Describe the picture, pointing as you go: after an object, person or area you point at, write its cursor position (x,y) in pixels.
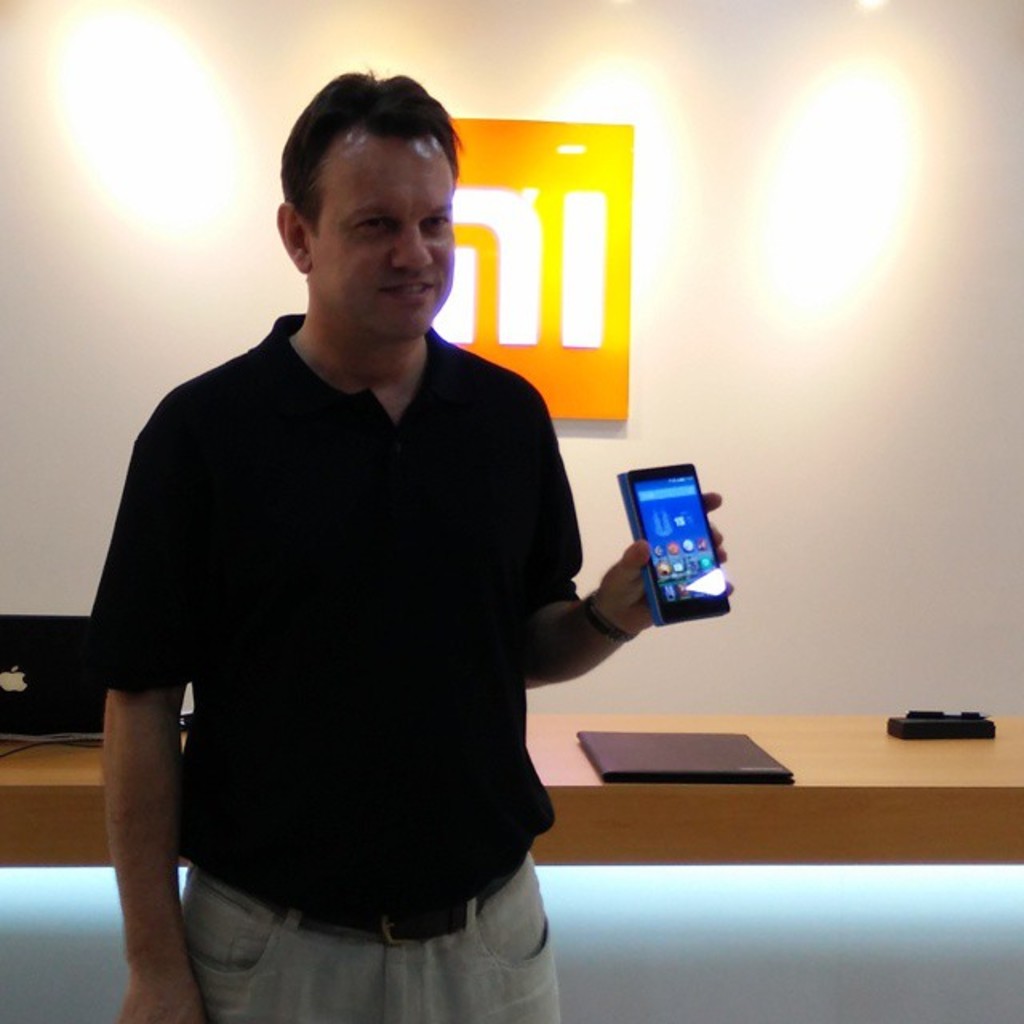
In this image there is a person (354,463) holding a mobile (662,532) in his hand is having a smile on his face (335,235), behind him on the wooden platform (57,765), there are laptops (69,725), cables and some other objects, behind that there is a neon signboard (512,246) on the wall (177,205).
